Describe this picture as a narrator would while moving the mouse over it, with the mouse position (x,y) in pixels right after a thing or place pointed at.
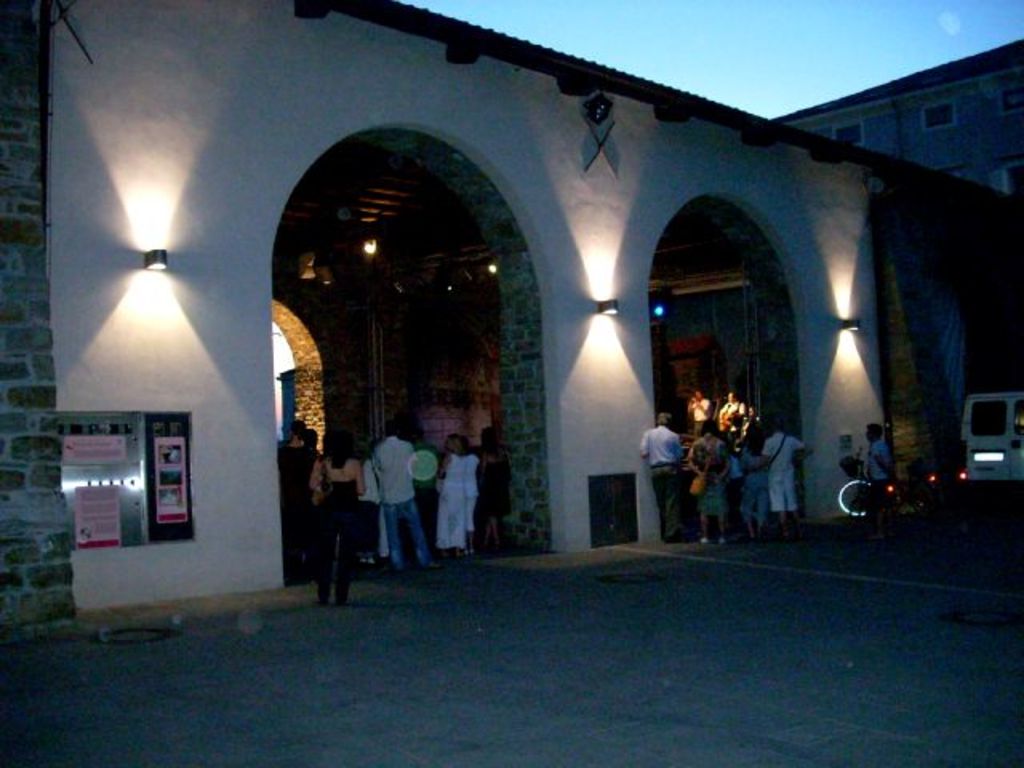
In this image I can see few persons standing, background (258,321) I can see a vehicle (968,447) in white color and I can see few buildings (651,273) in white and cream color and I can also see few lights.
